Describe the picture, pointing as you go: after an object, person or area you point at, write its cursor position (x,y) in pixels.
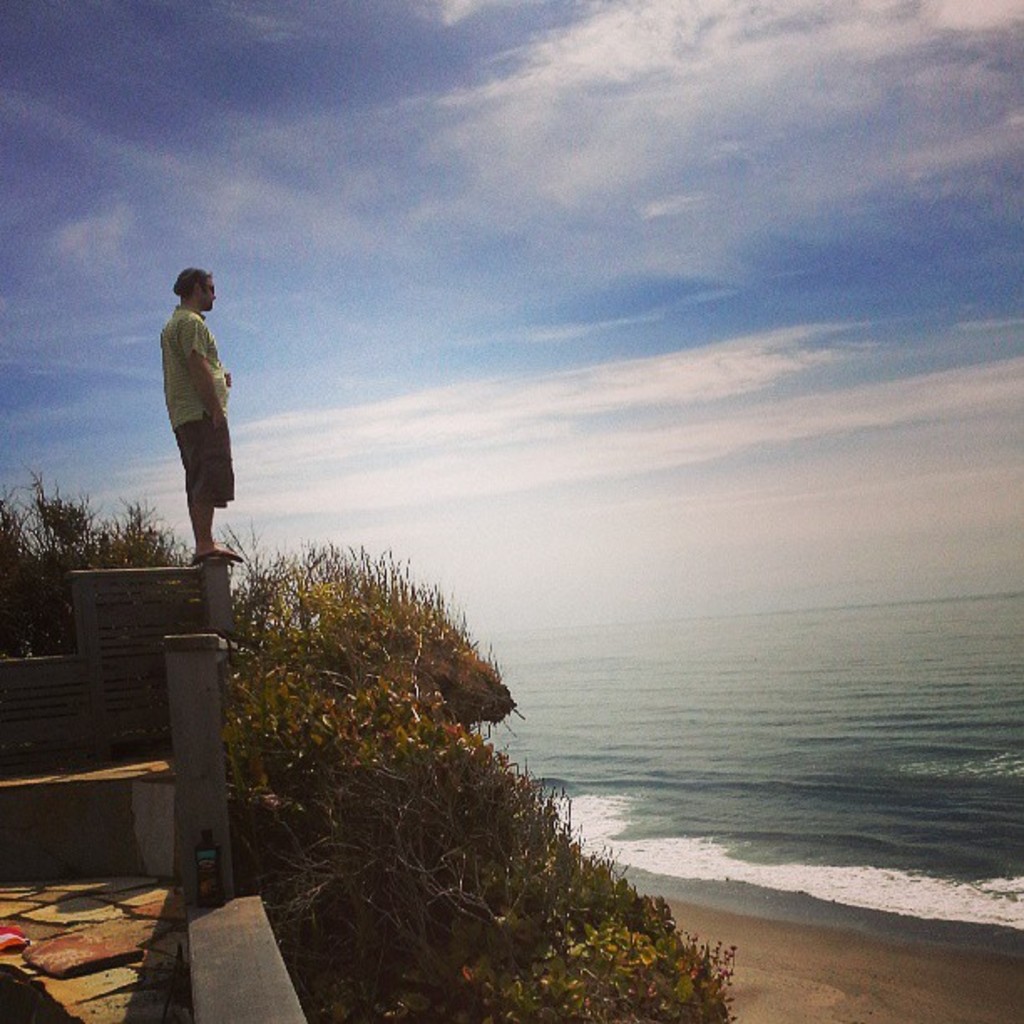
In this image there is a man (225,383) standing on the wall (149,654). At the bottom (430,904) there is grass (353,860). At the top (333,99) there is the sky (370,114). On the right side (804,728) it seems like an ocean (796,625). On the right side (806,954) bottom there is sand (827,966). On the left side (211,852) bottom there is a glass bottle (211,873) on the wall (221,927). Beside it there is a floor (182,956).
